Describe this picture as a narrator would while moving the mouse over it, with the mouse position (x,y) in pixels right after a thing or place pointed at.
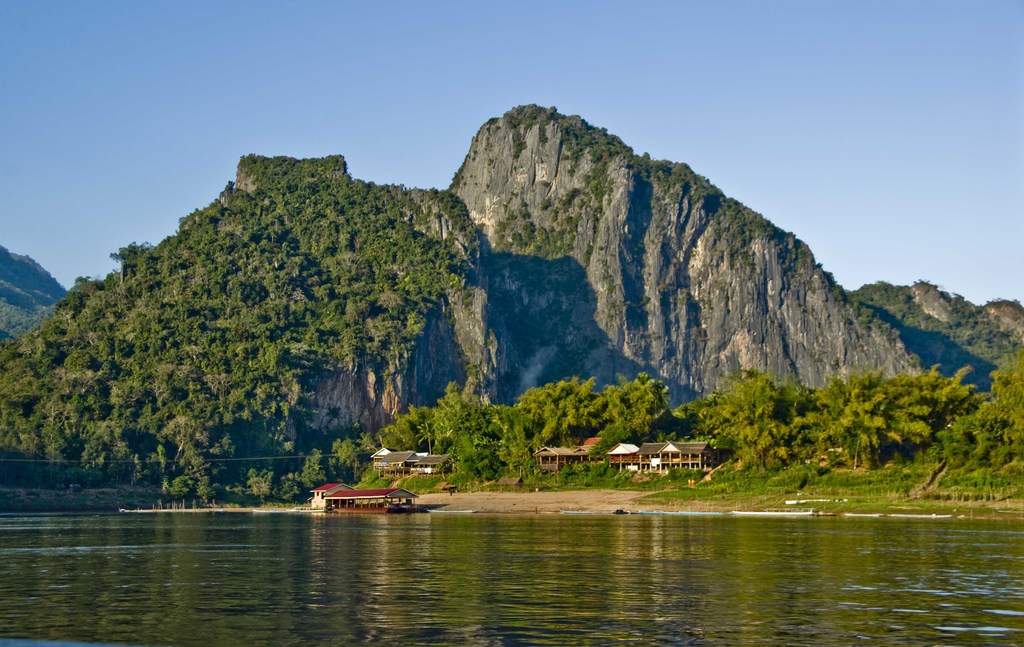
There are mountains (495,228) covered with trees (38,321). At the bottom (557,521) there is river (428,559). Image also consists of houses (402,491) and many trees (754,449). At the top (325,61) there is sky (423,51).
